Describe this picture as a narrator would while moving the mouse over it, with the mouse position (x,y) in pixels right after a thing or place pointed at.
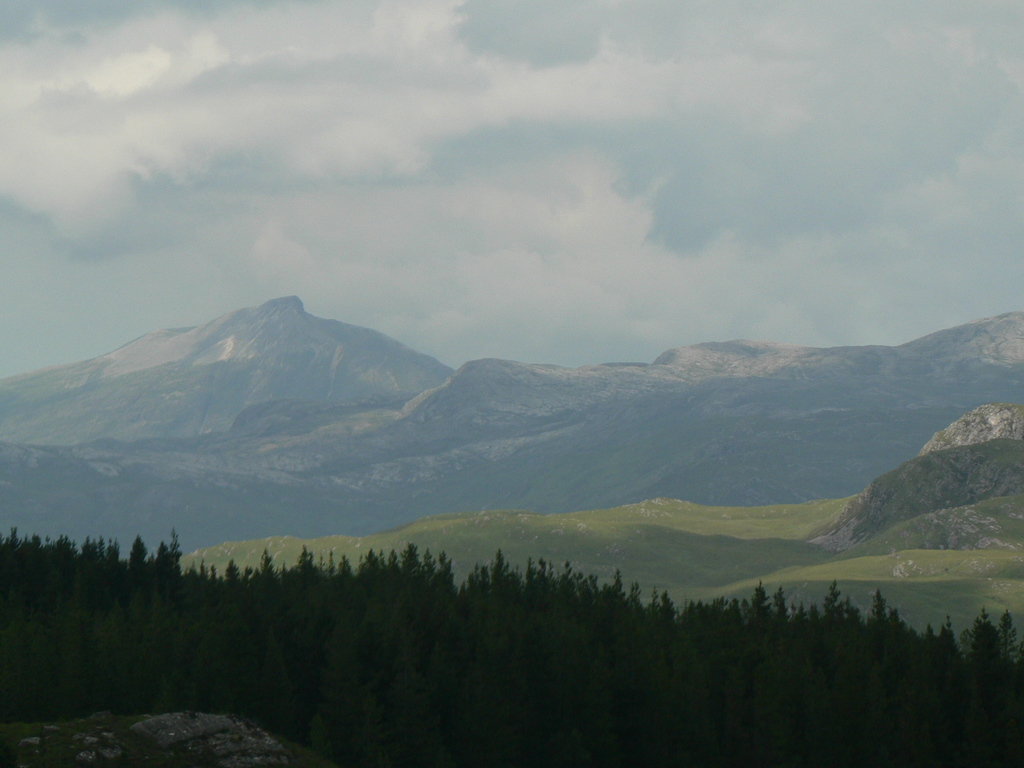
This image is clicked outside. In the front (559,656), there are many plants (489,642) and trees (592,707). In the background (765,498), there are mountains (595,457). At the top (592,189), there are clouds (572,193) in the sky (370,141).
